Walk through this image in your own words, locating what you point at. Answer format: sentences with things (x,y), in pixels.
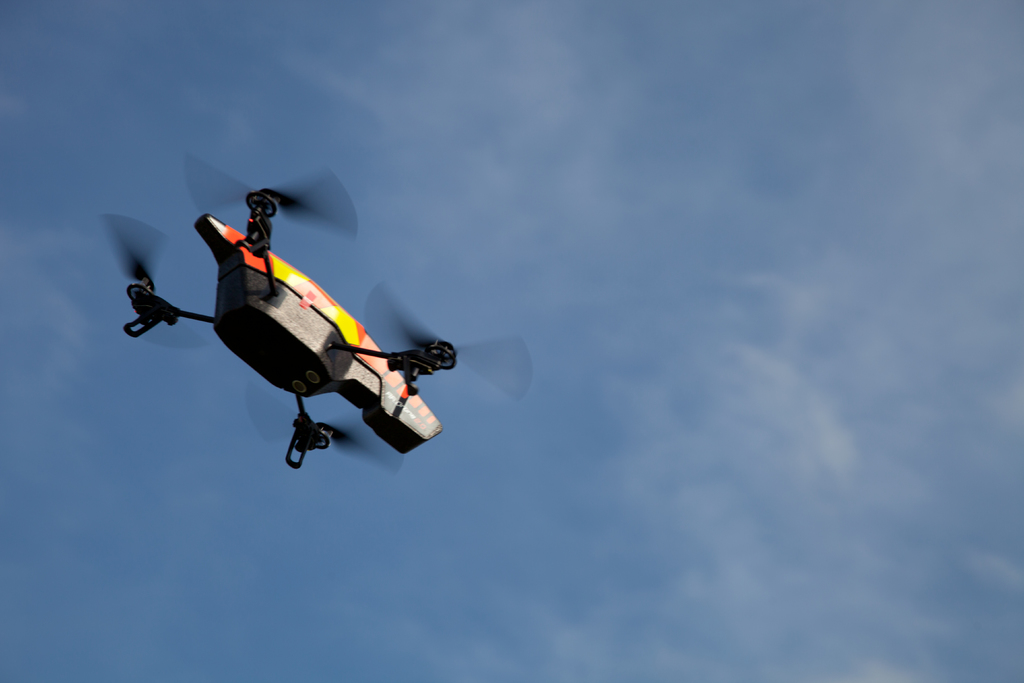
In this image we can see drone (234,311) in the air (361,507). In the background (106,319) we can see clouds (859,464) in the sky (803,191).
